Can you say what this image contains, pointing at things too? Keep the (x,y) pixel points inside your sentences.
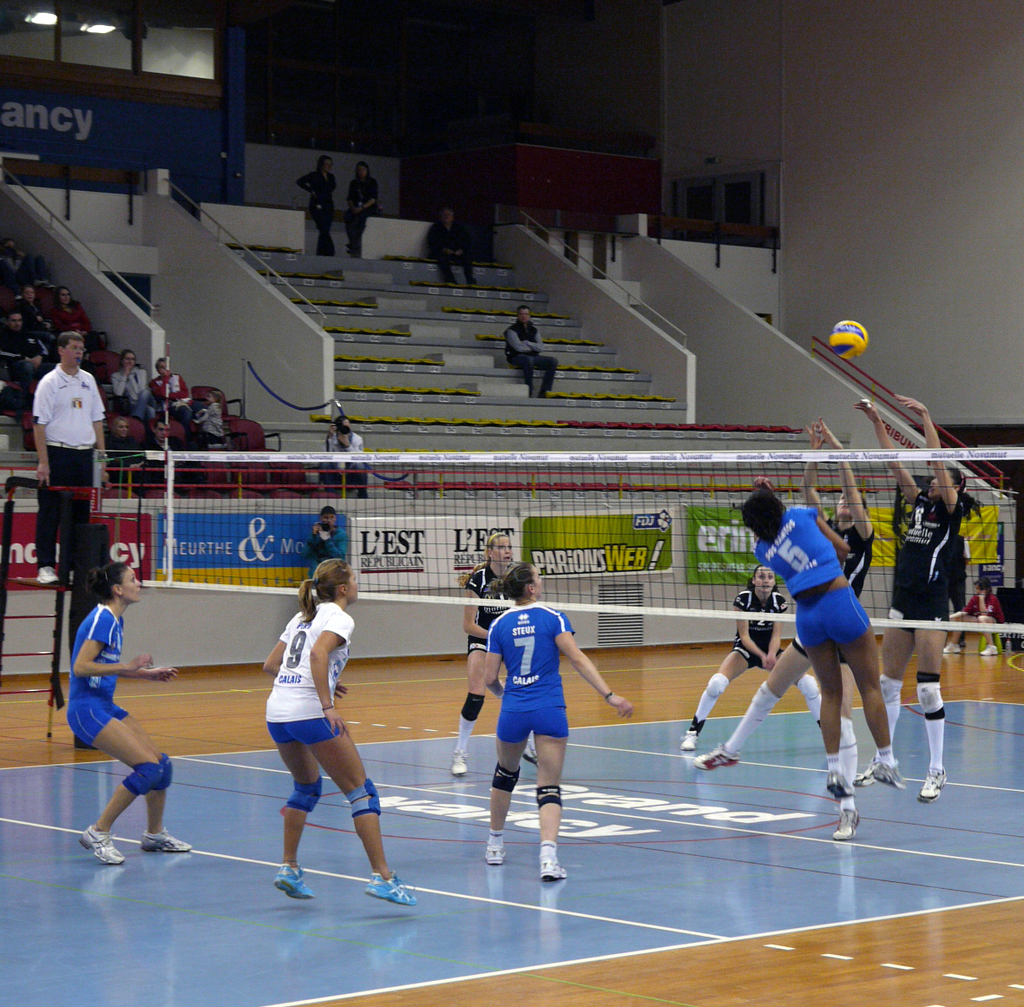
Here we can see few women (509,557) playing volleyball on the volleyball court (948,935) and this is a net (460,554). On the left (77,449) there is a man (59,496) standing on the stand (66,590). In the background (119,528) there are audience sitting on the chairs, hoarding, lights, steps (613,420), poles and some other objects (152,61).
